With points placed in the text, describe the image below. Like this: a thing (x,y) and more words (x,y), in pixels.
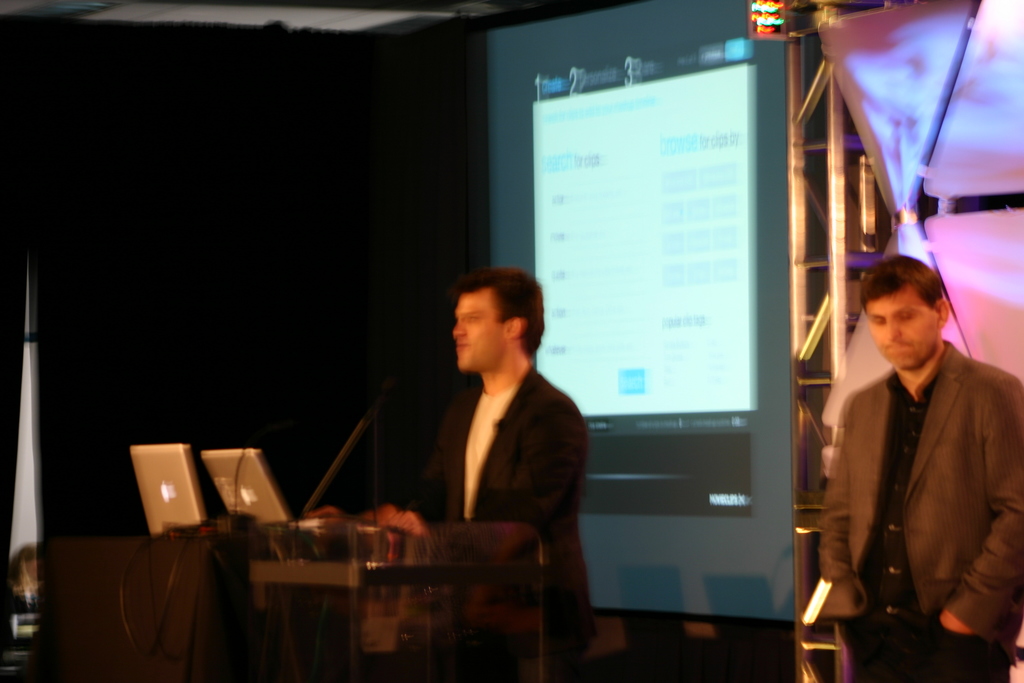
This image consists of two persons (504,484) in the middle (473,442). There is a podium (295,528) in the middle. On that there are mac (287,522), laptops (287,522). There is a screen (665,333) in the middle (560,273).
